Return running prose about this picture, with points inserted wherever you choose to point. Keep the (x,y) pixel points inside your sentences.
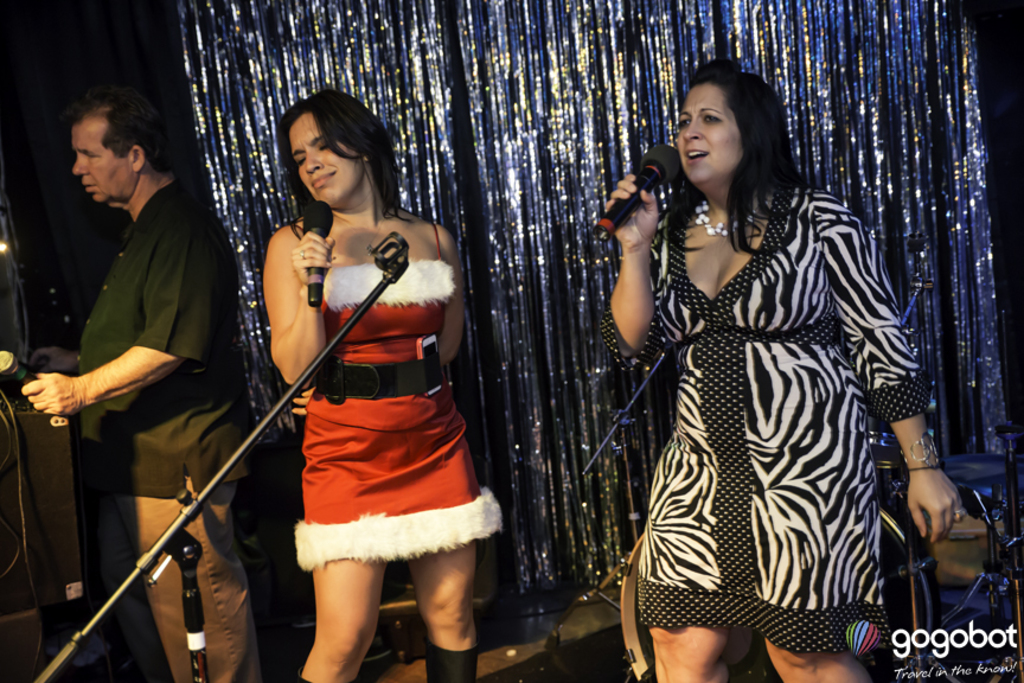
In this image, we can see people (648,258) standing and holding mics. In the background (542,210), there is a curtain (649,106) and we can see stands (993,555), box (28,485) and some wires (6,459). At the bottom (559,662), there is stage (540,667) and we can see some text (990,641).
